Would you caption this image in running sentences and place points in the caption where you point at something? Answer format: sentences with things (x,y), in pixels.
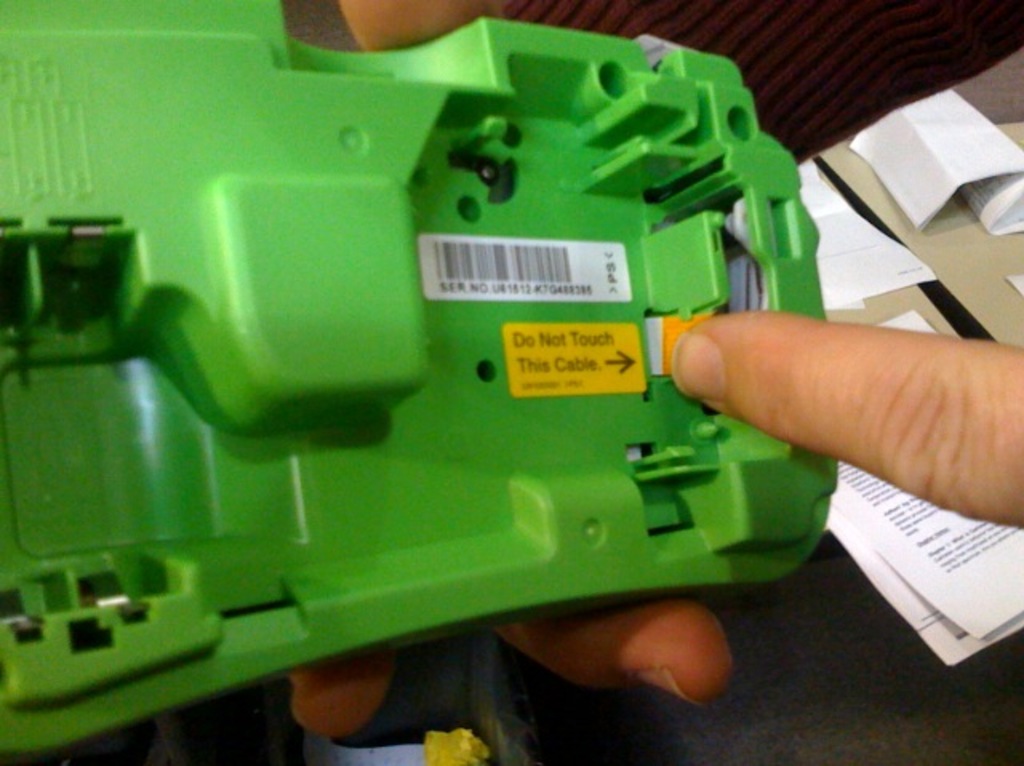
In this image there is one person (796,393) holding one object (406,369) as we can see in middle of this image (588,305) and there are some papers (923,213) at right side of this image (915,191).
